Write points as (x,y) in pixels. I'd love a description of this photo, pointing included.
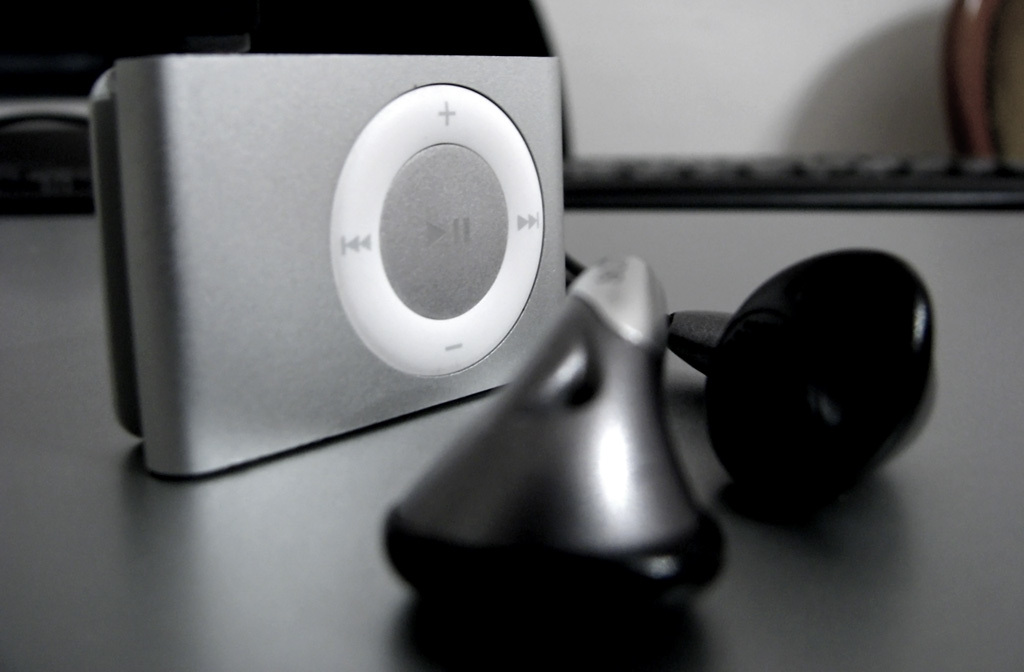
In the picture we can see a desk (385,445) on it we can see a I-pod (123,381) with headsets (481,515) and behind it we can see a keyboard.
